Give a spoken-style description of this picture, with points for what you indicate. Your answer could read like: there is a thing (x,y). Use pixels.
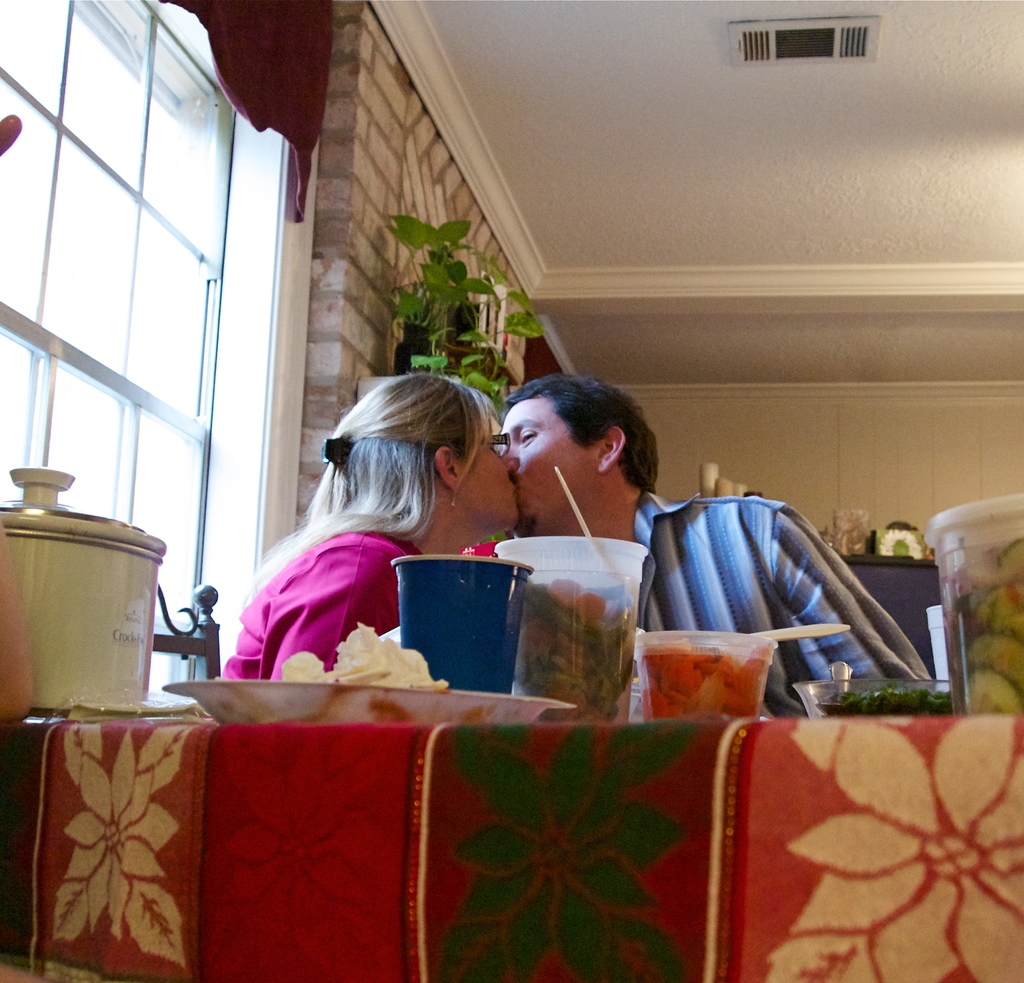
In this image we can see two persons (753,603). One woman (498,498) is wearing spectacles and a pink dress (357,607). In the foreground (334,719) we can see group of glasses (623,689), containers (538,661) and plates (441,703) are placed on the table (668,750). In the background (477,322), we can see a plant (442,324), window (144,375) and curtain (263,82).
